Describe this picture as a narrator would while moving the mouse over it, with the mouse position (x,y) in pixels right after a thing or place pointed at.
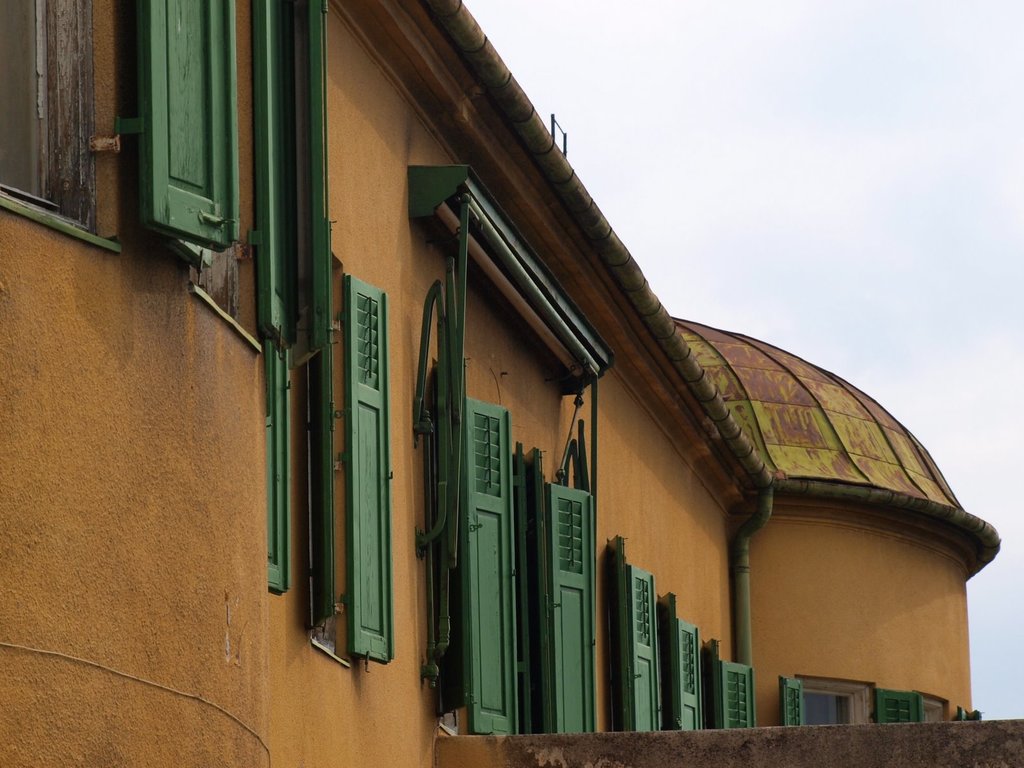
In this picture we can see a house (441,527) and few doors (478,418).
